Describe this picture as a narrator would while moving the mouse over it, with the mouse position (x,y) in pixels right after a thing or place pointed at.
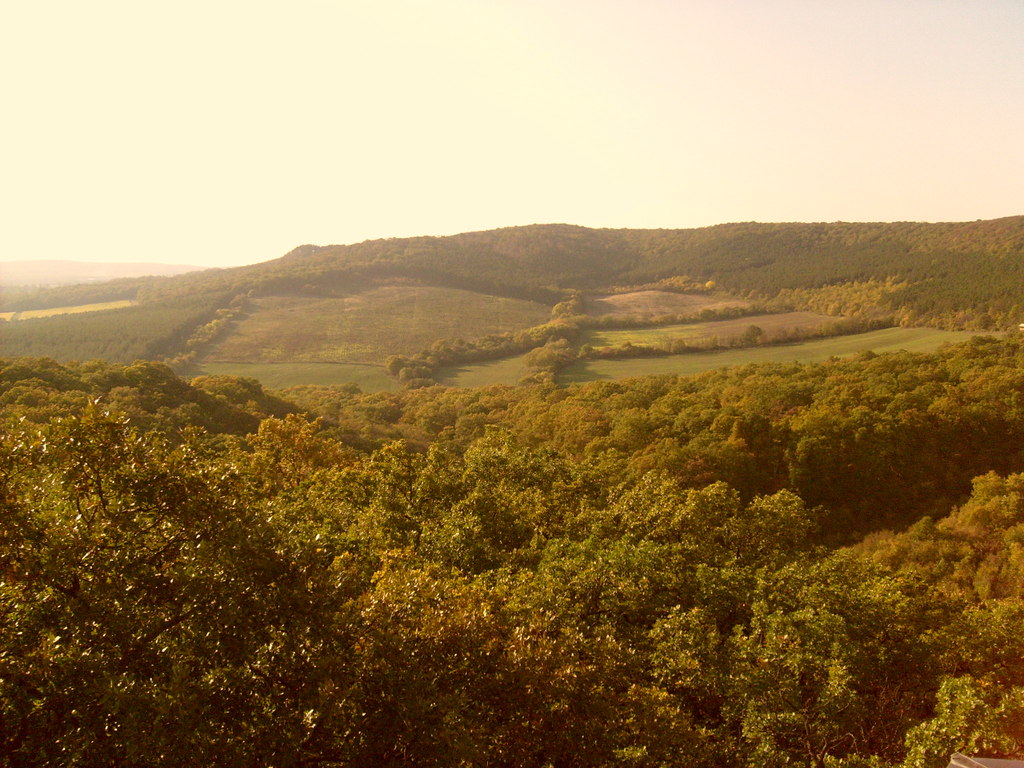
In this image it seems like it is a scenery. At the bottom (434,537) we can see the trees (422,532). In the background (529,273) there are hills (479,305). At the top (478,138) there is sky (559,74).
